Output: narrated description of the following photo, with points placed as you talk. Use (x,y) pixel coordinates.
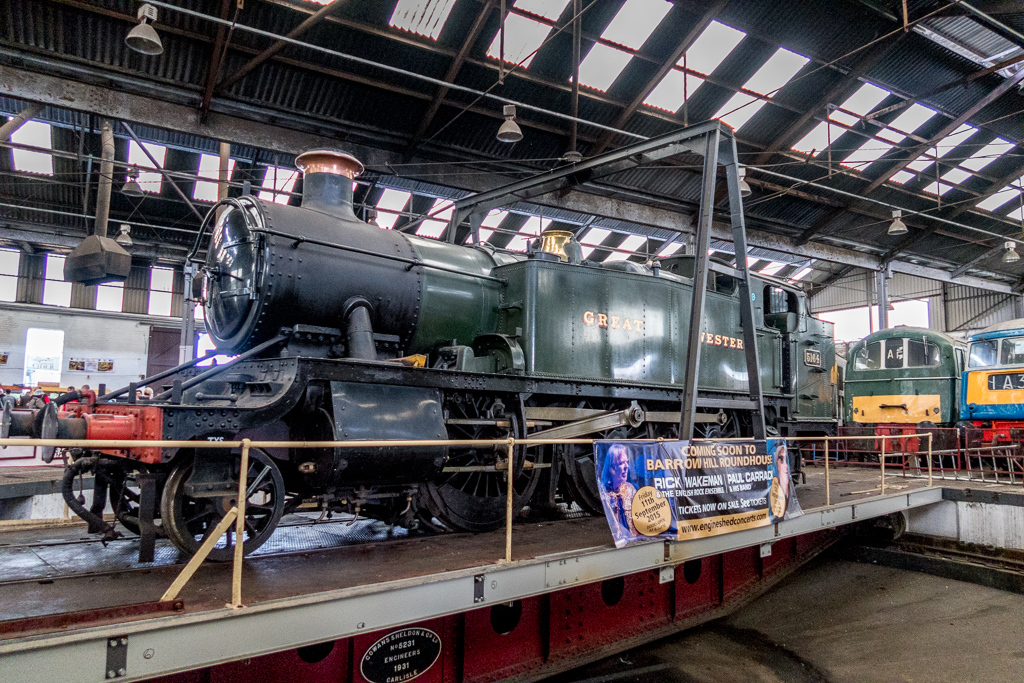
We can see an engine (439,347) of a train (231,499) on a surface (268,559). Also there is a railing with a banner (660,486). There are poles (700,276). On the ceiling (292,66) there are lights (504,112) with rod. In the back (878,364) there are trains (921,384). Also there are windows (507,36).
